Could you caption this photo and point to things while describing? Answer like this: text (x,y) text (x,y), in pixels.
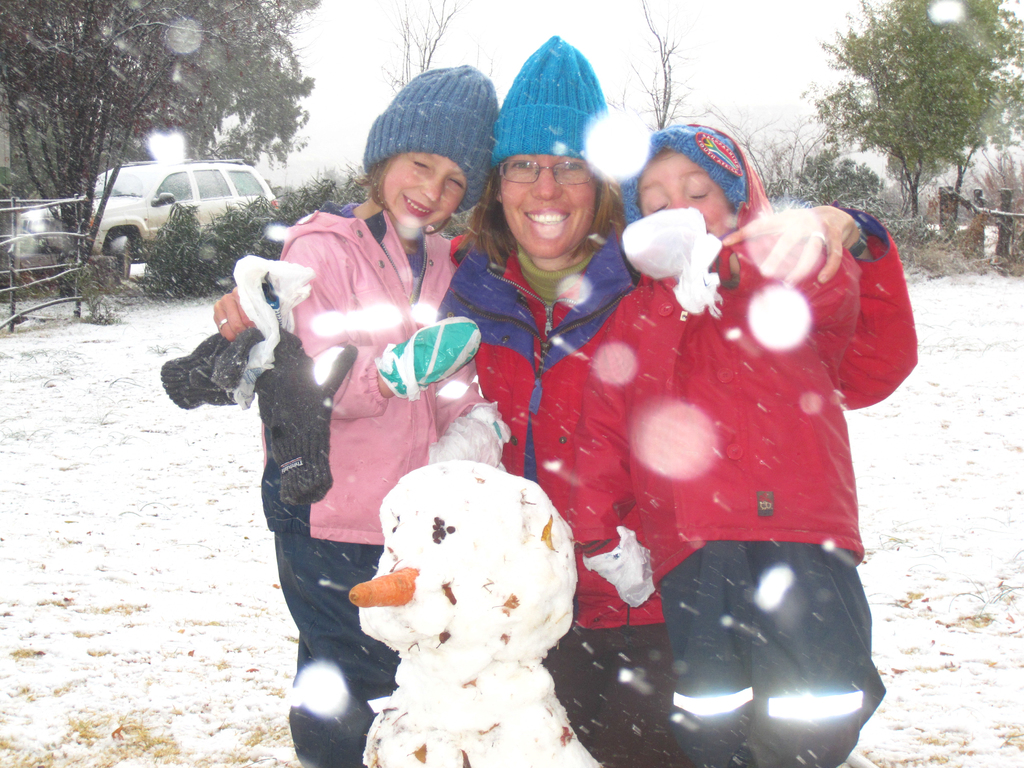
In this picture there is a lady (532,338) and two girls (475,333) in the center of the image (356,393) on the snow floor (169,325) and there is a car (230,169), trees (198,137), and boundaries (54,235) in the background area of the image (184,133).
